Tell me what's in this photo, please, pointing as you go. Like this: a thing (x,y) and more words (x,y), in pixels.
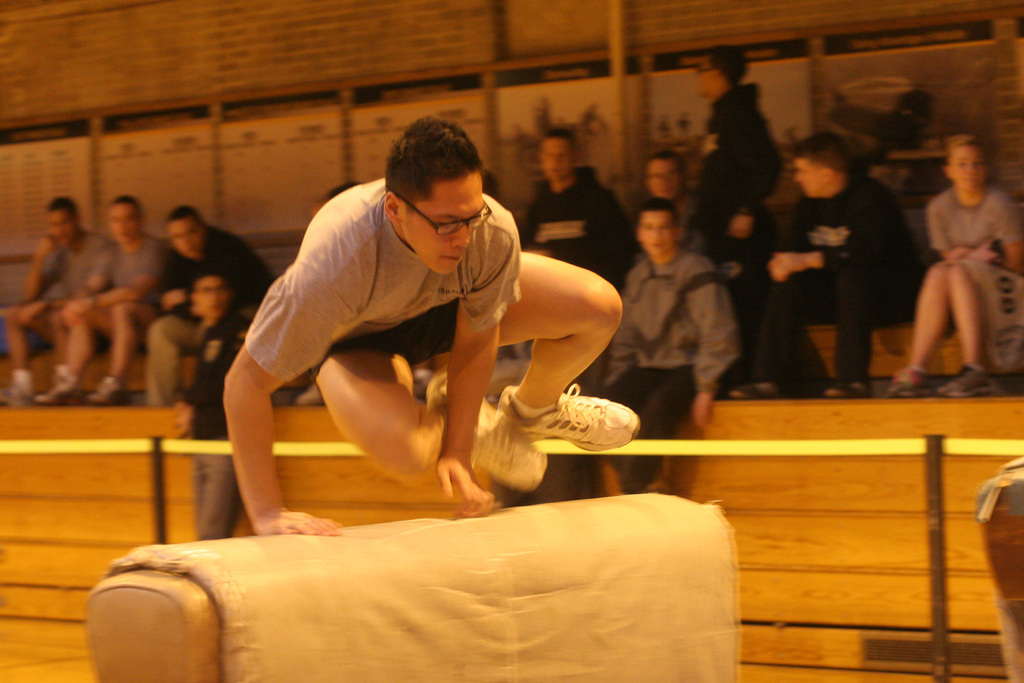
In the front of the image (432,388) we can see a person (478,487) is trying to jump from one end to another end. Under the person (427,228) there is an object (457,537). In the background (113,316) there are people (837,269), boards (655,122) and wall (537,39).
